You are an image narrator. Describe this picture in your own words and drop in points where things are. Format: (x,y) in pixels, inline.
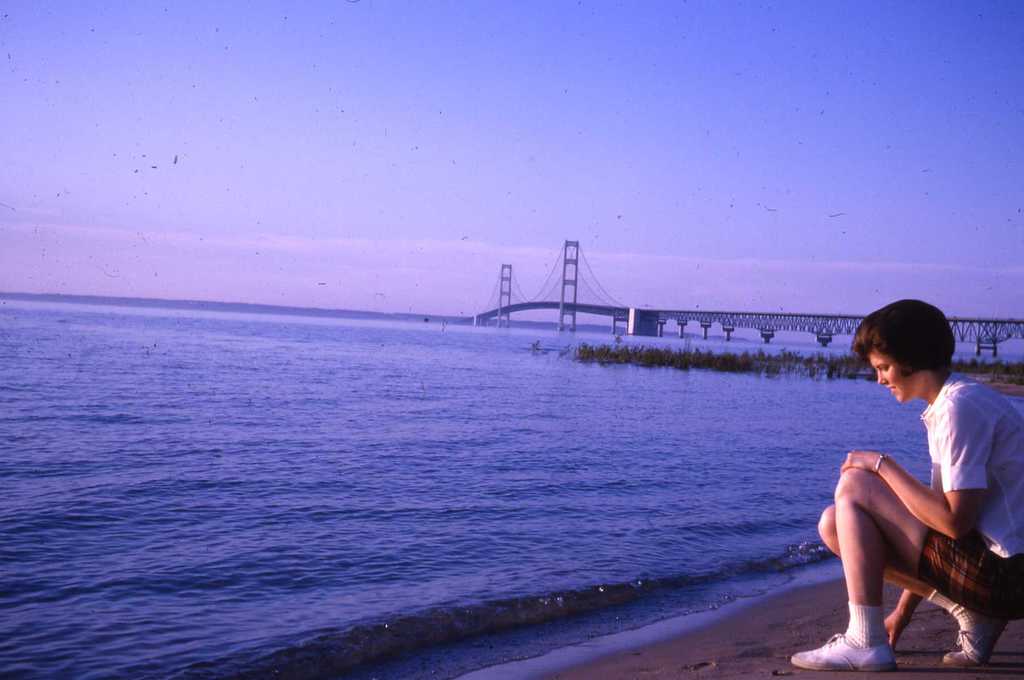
In this picture I can observe a woman (943,481) on the right side (897,524). In the middle of the picture (596,373) I can observe a river (302,536). In the background (600,305) there is a bridge (564,303) across the river (423,327) and I can observe sky (422,168).
